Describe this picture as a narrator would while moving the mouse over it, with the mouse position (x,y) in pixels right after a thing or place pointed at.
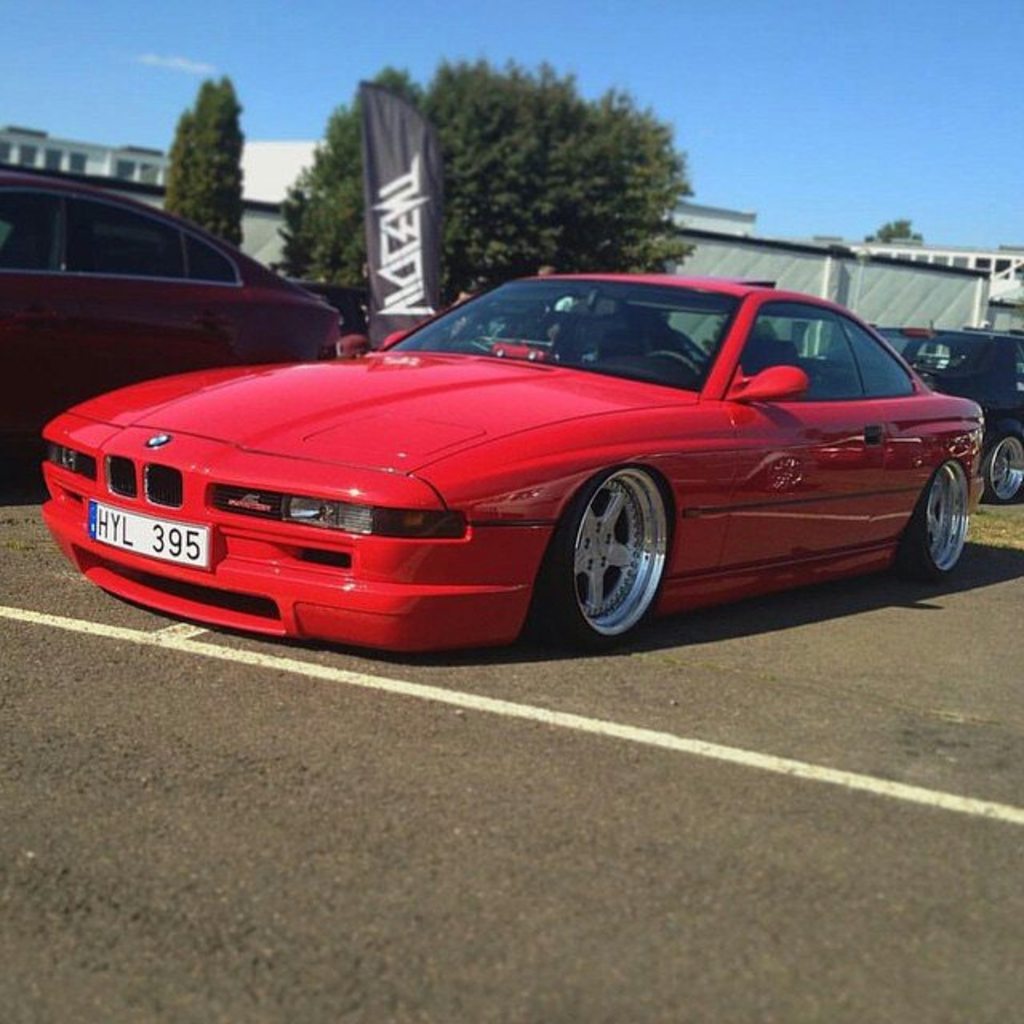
In this image, I can see vehicles (329,413) on the road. There are trees (313,219), buildings (272,191), and an advertising flag (405,205). In the background (464,58), there is the sky (605,83).
